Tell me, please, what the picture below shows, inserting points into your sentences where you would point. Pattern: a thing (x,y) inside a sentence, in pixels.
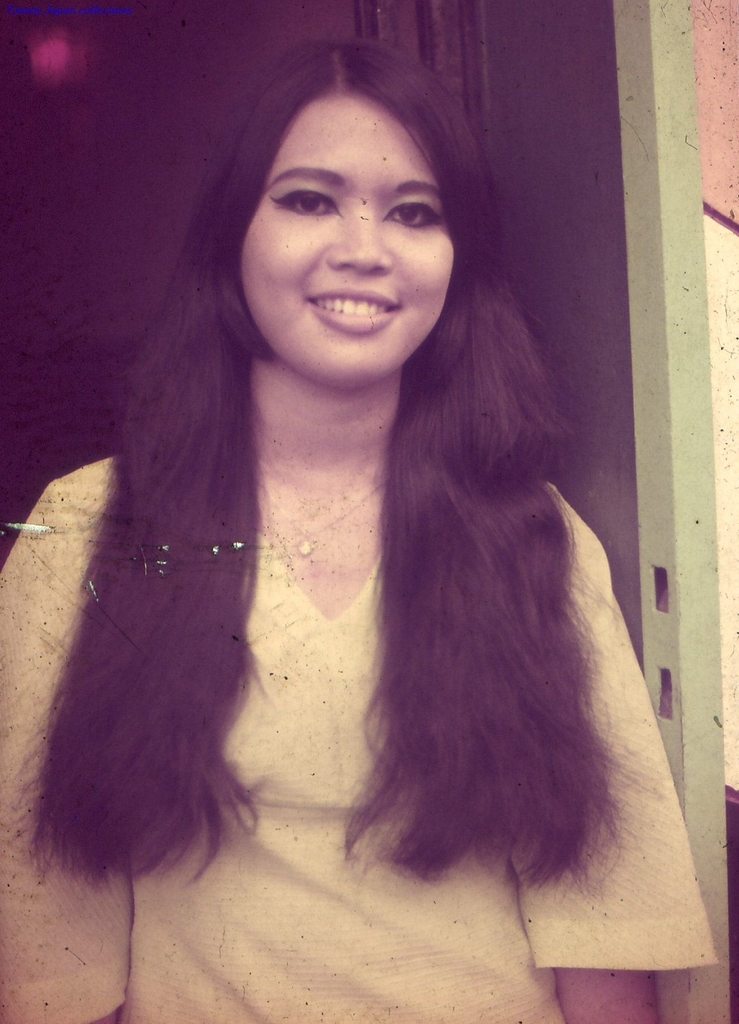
In this image we can see a woman (344,471) smiling.
